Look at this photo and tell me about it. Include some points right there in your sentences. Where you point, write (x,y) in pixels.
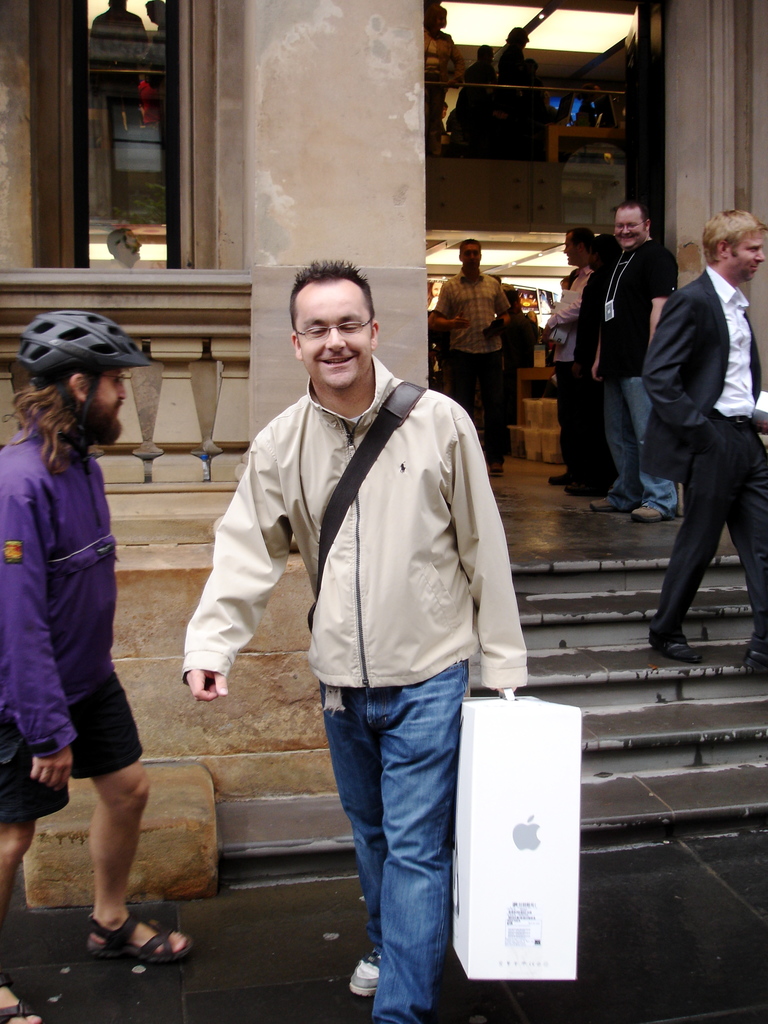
This picture describes about group of people (377,583), in the middle of the given image we can see a man (402,670), he is holding a box (567,799) in his hand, beside to him we can see another man (89,580), he wore a helmet (80,347), in the background (138,319) we can find few lights (482,18) and a building (491,273).
